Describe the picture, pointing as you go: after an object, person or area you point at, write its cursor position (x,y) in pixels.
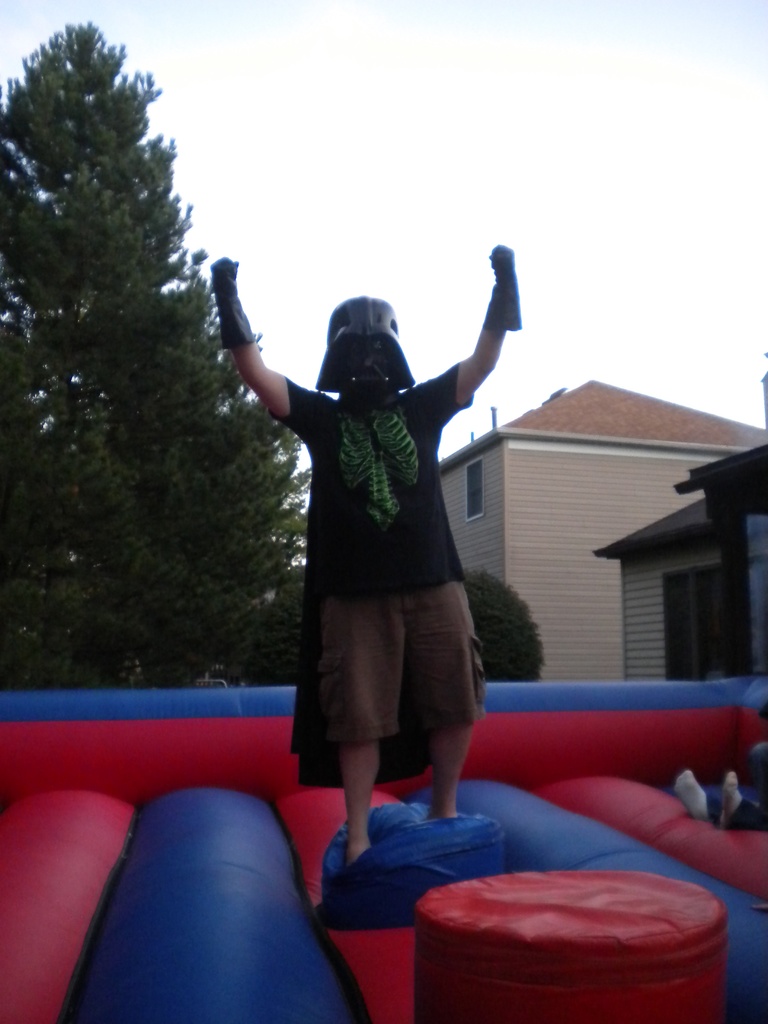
This picture shows a man (344,388) standing with a mask (352,383) on his face (380,359) and gloves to his hands (221,310) and we see a jumping balloon (434,990) and couple of trees (265,580) on the back (59,605) and couple of houses (725,667) on the side and we see a cloudy sky (547,54).
